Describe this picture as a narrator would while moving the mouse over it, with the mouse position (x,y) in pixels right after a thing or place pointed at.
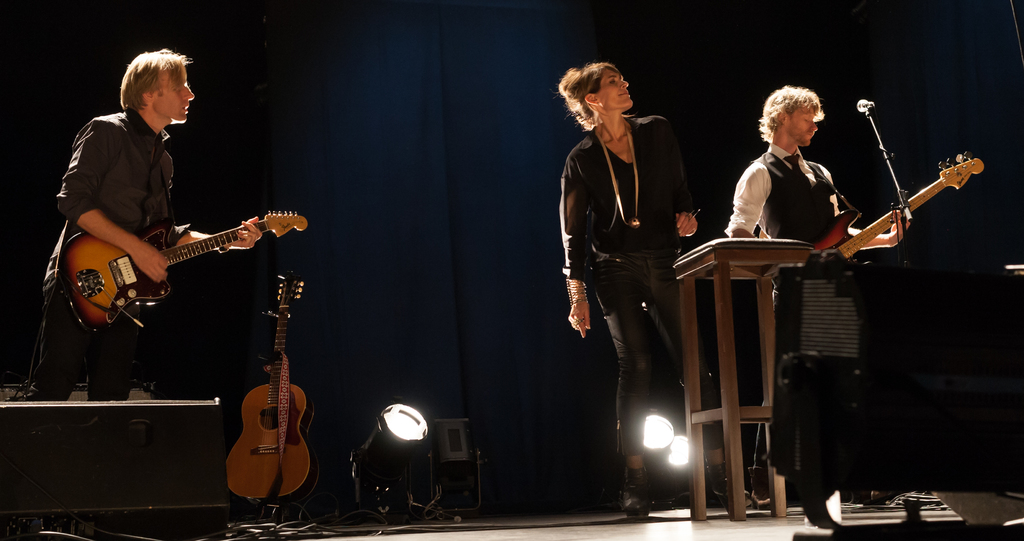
In this picture there is a boy (169,53) who is standing at the left side of the image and playing the guitar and there is a girl (573,94) who is standing at the right side of the image (691,229) before a wooden desk (767,248) and there is a boy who is standing at the right side of the image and playing the guitar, there is another guitar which is placed at the left side of the guitar (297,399) it seems to be a music event.
